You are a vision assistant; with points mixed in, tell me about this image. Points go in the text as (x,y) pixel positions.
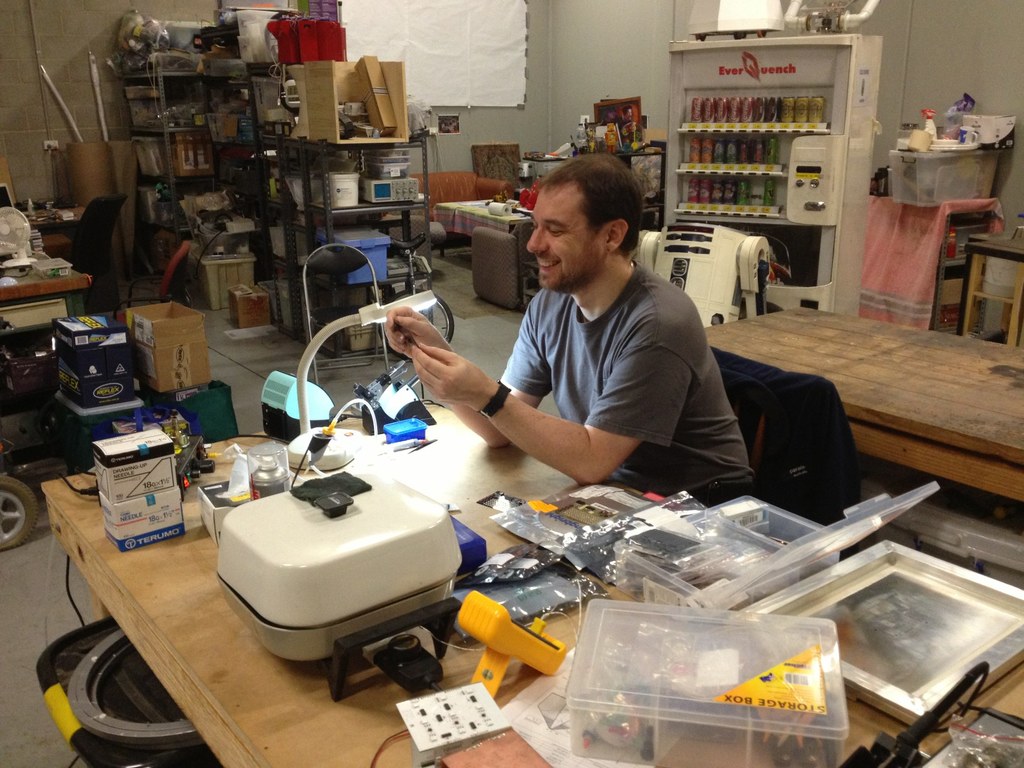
In the center of the image (583,313) there is a person (542,388) sitting on the chair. We can also see table (77,520). On the table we can see light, containers (716,595), boxes (156,497), bottle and some objects (492,752). In the background (313,111) we can see objects (317,125) placed in shelves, chair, sofa (444,197), beverage tins (700,111) arranged in refrigerator (747,193), screen (449,64) and wall (559,67).
